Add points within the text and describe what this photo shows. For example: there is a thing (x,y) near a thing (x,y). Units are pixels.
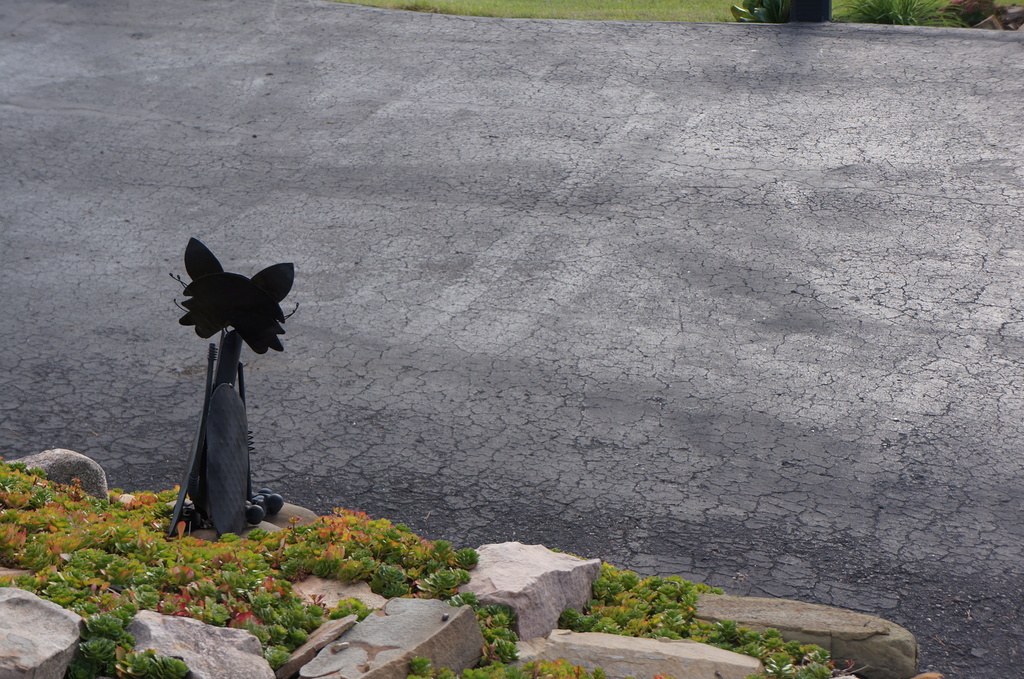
In this picture we can see some plants (351,579) and stones (395,609) present at the bottom (62,506), we can see grass (591,3) at the top of the picture (614,5), there is something present on the left side (220,320).
